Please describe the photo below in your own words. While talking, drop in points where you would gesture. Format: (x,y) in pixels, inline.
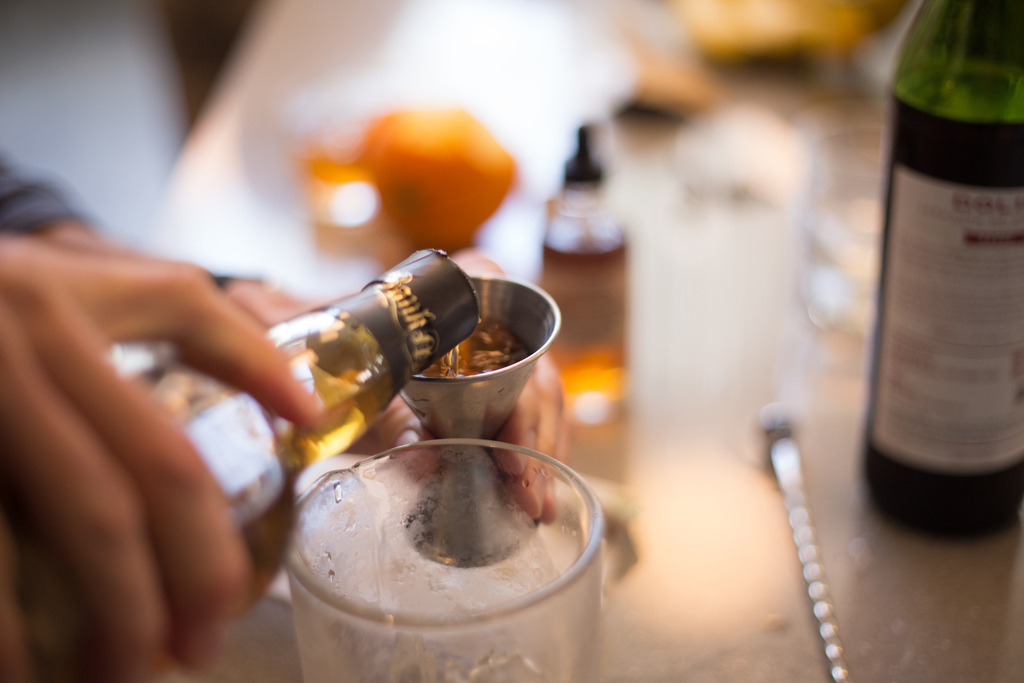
In this image we can see hands (46,458) of a person (18,221) holding objects (484,300). Here we can see glasses (383,651), bottles (901,214), and other objects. There is a blur background (497,36).
